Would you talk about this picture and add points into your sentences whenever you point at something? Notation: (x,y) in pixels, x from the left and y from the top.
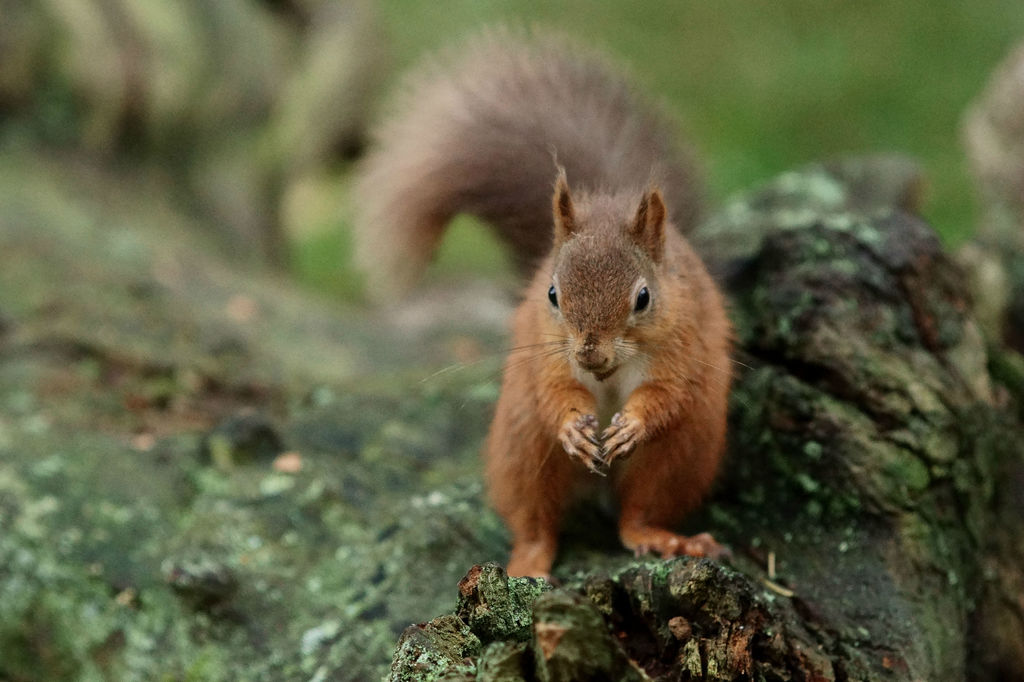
In the front of the image (544,309) I can see a squirrel (618,298) is on the branch (734,417). In the background of the image (705,92) it is blurred.
